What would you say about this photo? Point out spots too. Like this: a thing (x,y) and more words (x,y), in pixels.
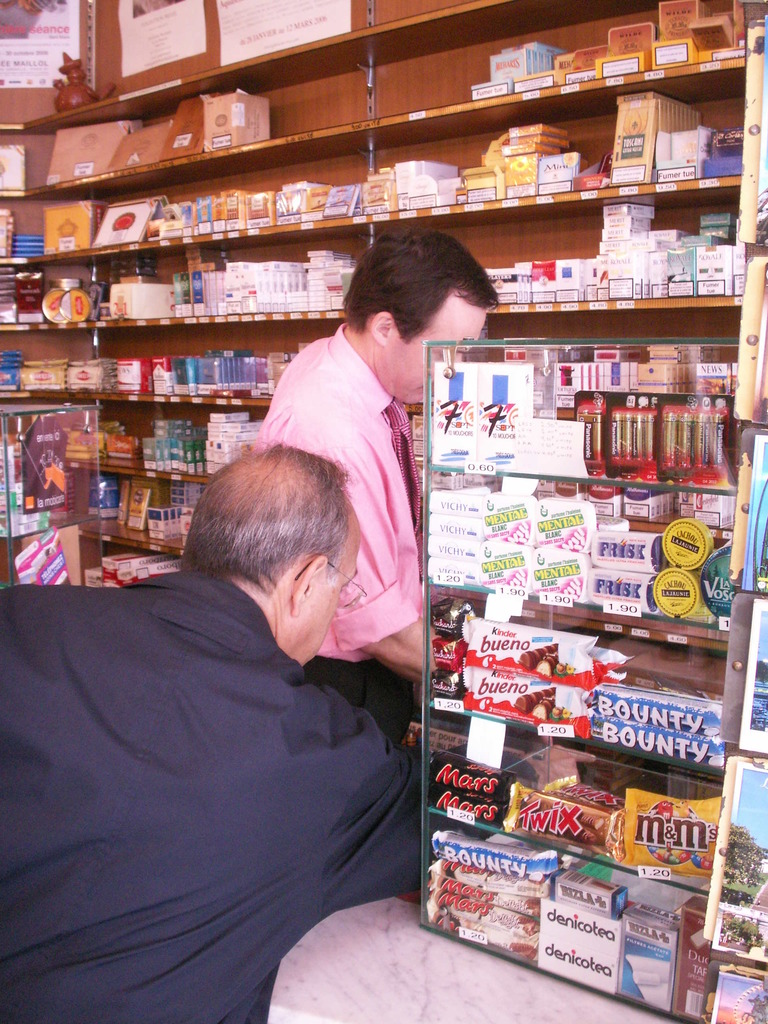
There are people (33,945). We can see chocolates (657,728), some packets (636,462) and objects (575,523) on glass shelves (584,859) and we can see glass box (576,455). In the background (546,278) we can see boxes (197,283) and some objects (220,206) in racks (99,322) and we can see posters (328,15) on wooden surface (381,10).
